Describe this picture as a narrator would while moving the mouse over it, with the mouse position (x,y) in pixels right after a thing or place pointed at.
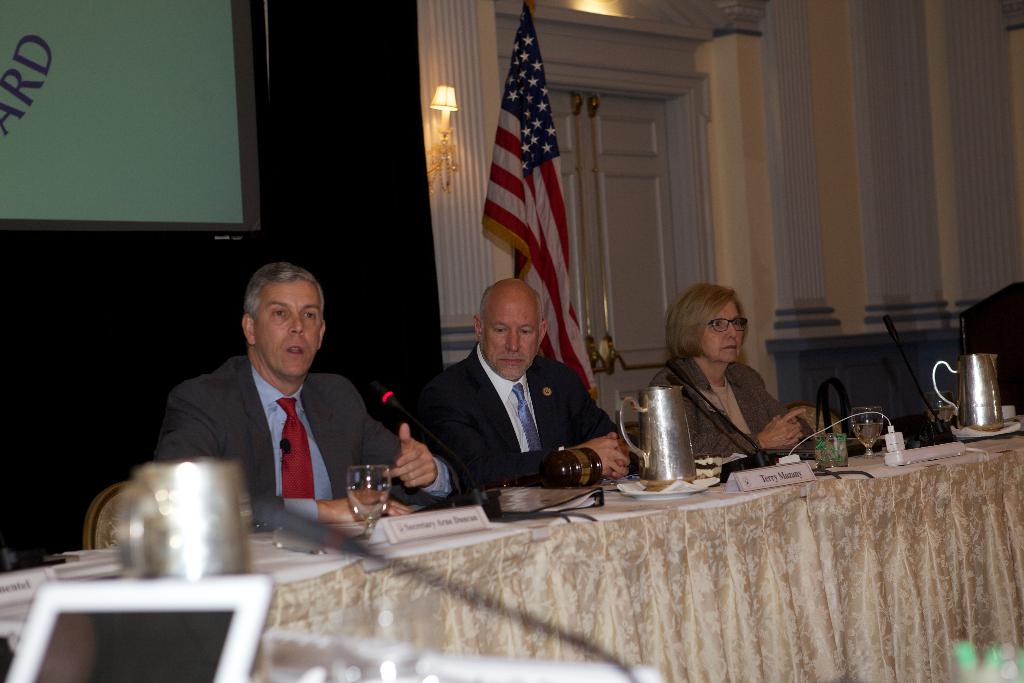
The picture is taken in the closed room (797,311) where three people (514,293) are present in the picture sitting on the chairs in front of the table (452,541). On the table (612,520) there are name plates (438,525) and glasses (366,527), papers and jars (675,458) and microphone (922,432), behind them there is a flag (536,221) and door (609,263) and lights (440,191) and one board (248,205) is there in black colour.
